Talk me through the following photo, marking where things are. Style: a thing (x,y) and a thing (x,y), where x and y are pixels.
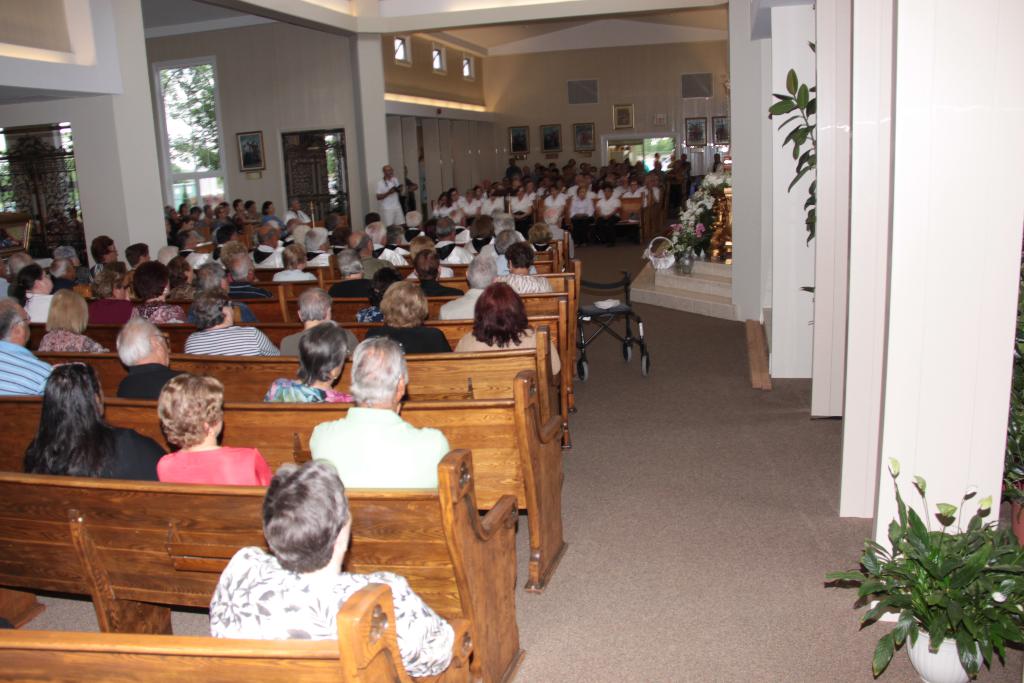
In this image I can see many people (340,537) sitting on wooden benches (358,535). There is a trolley (579,329) and plants (953,610) on the right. There are white pillars (737,147) and there are windows (196,156) and photo frames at the back (196,156).
